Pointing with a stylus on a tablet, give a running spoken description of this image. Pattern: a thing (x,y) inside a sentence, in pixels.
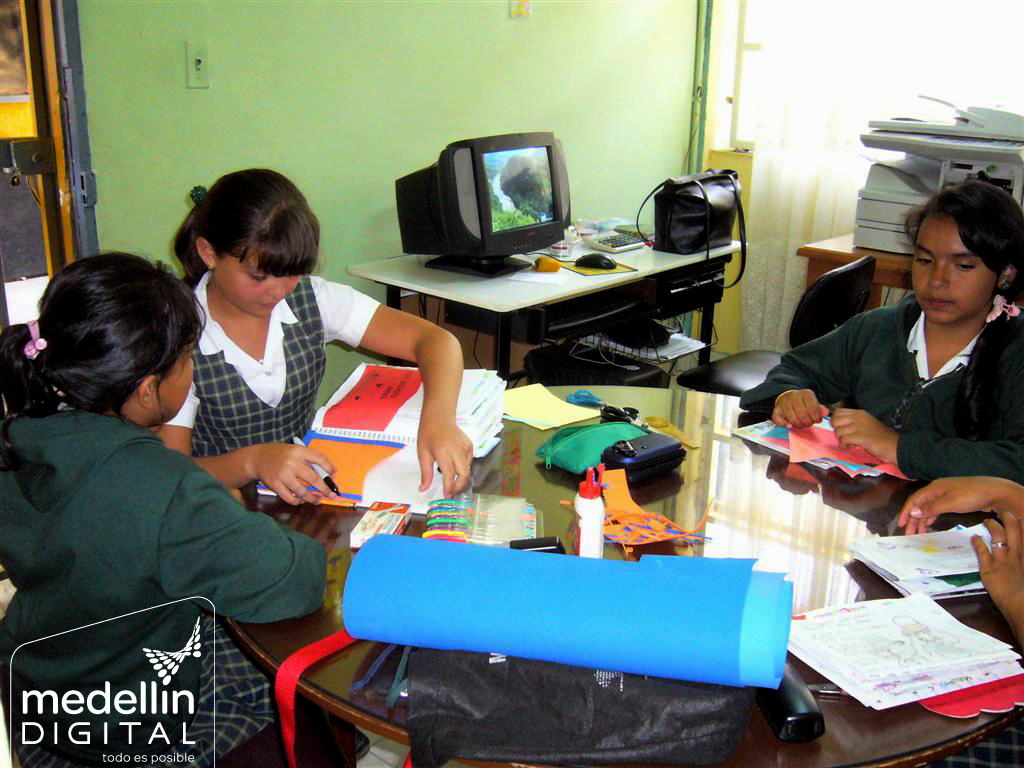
In this picture we can see three girls (153,435) sitting on chair (743,361) in front of them we have table (836,537) and on table (701,554) we can see charts (588,558), bottle (580,543), sketches (494,508), books (371,394) and in the background (322,119) we can see wall (530,61), monitor (550,139), table (654,255), bag (712,228), mouse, keyboard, printer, curtain (826,163).
